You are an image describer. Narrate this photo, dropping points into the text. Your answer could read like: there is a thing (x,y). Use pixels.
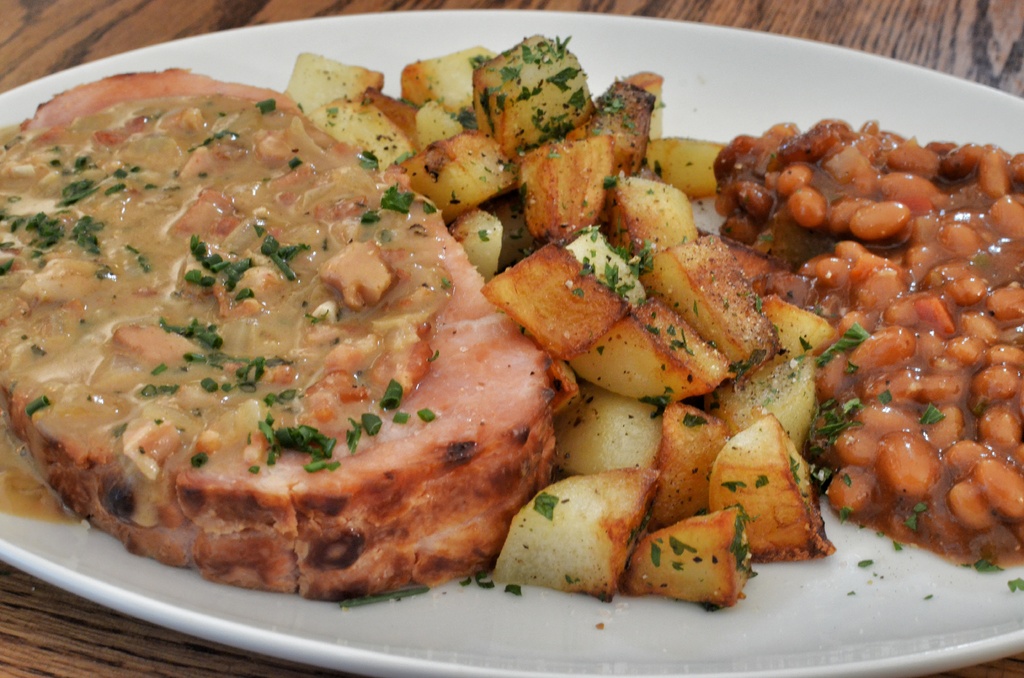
This is a zoomed in picture. In the center (370,440) there is a white color plate (195,63) containing some food items (432,354). In the background (961,36) there is a brown color object (172,16) seems to be a table (1018,69).
